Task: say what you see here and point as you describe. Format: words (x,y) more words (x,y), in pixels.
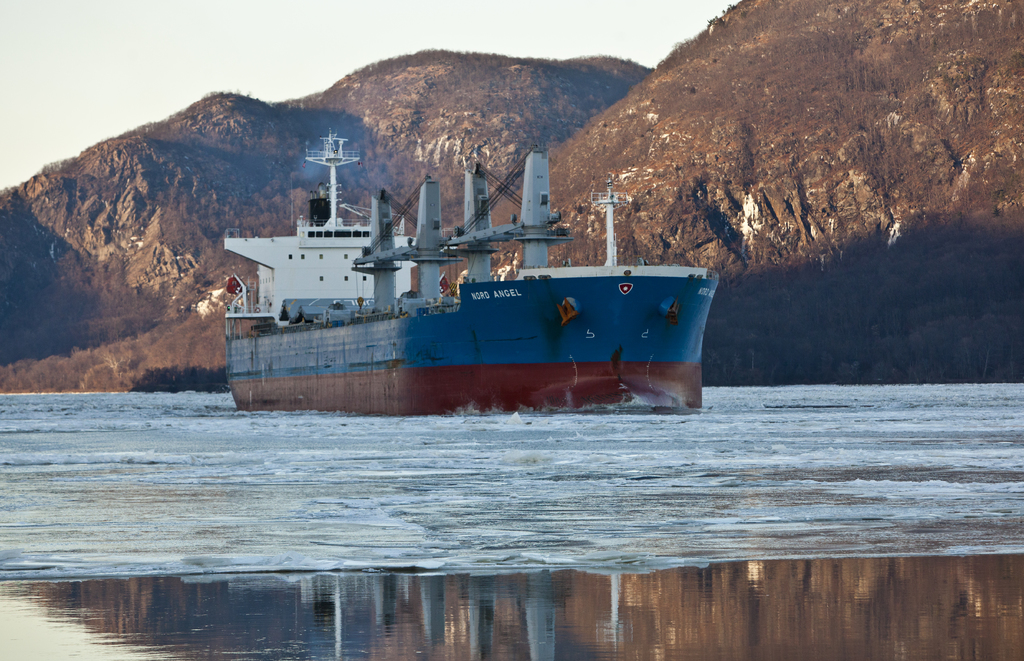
This picture is clicked outside. In the center (551,346) there is a ship (367,303) in the water body (446,460). In the background (571,105) we can see the hills (498,115) and the sky (652,57).
